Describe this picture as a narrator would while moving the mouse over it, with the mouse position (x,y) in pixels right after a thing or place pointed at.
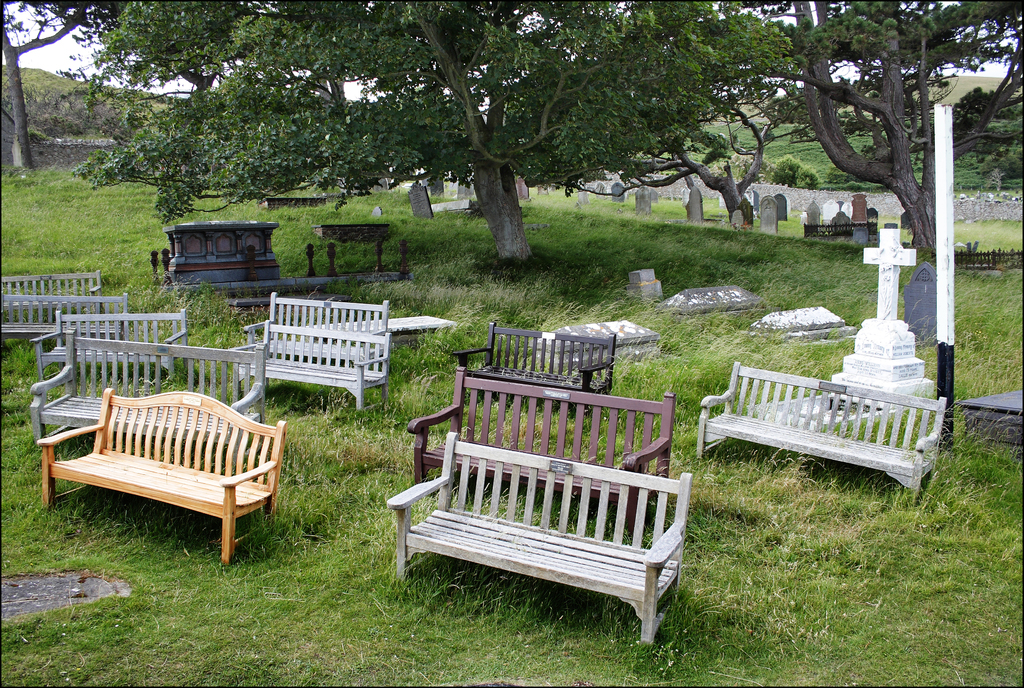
In this picture I can observe benches (760,441) on the ground (569,305). I can observe gravestones (704,294) on the right side (731,286). There is some grass (373,527) on the ground (342,507). In the background (669,87) there are trees (504,102).
